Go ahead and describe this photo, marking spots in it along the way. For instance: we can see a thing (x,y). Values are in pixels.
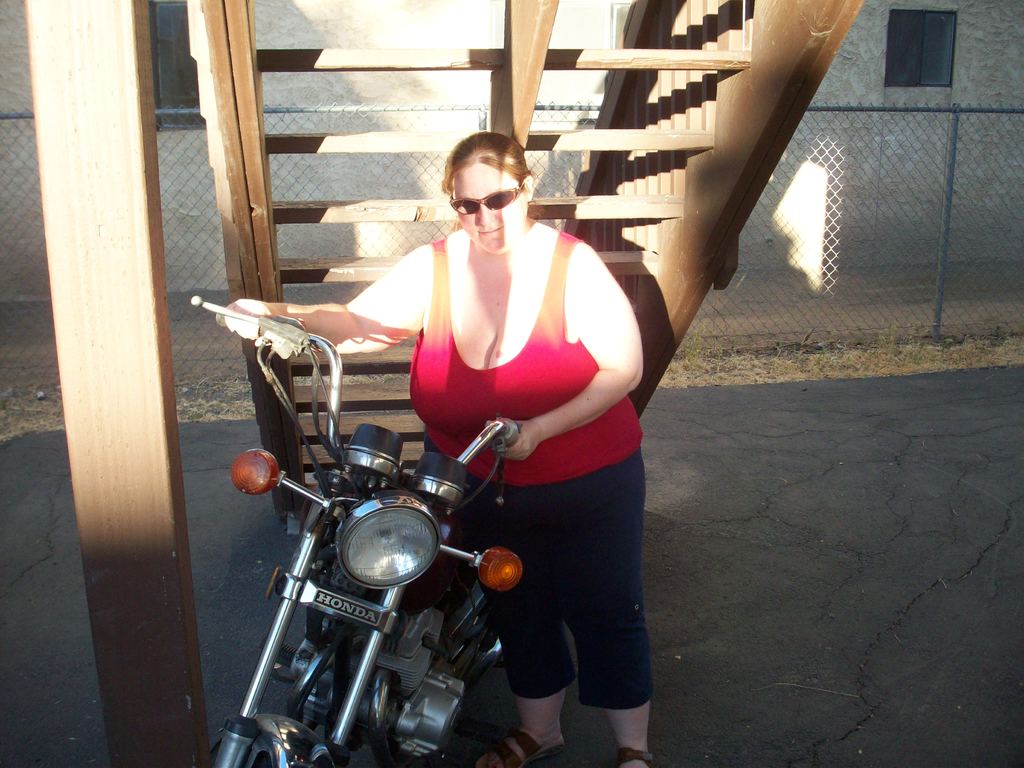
In the picture I can see a woman (520,390) is holding a bike (319,521). The woman (547,563) is wearing a black color shades (470,206). In the background (415,61) I can see a ladder (327,200), wooden pole (41,80), fence (172,298), the grass (771,363) and some other objects (927,54).
